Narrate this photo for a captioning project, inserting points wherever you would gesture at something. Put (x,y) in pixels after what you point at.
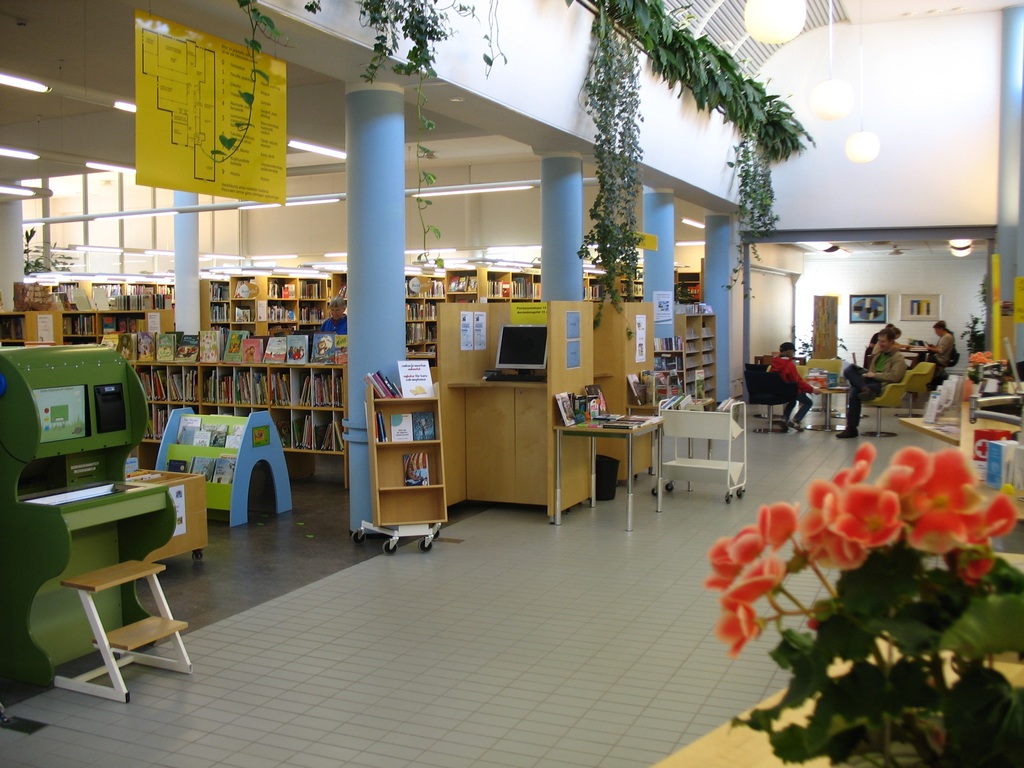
In this image I can see a flower vase (884,563) to the right (910,612). And to the left (208,406) there is a machine (41,533), many books (323,396) on the rack (394,470) and also a system (504,352). In the background (889,350) there are people (874,340) sitting on the chairs (898,388).
